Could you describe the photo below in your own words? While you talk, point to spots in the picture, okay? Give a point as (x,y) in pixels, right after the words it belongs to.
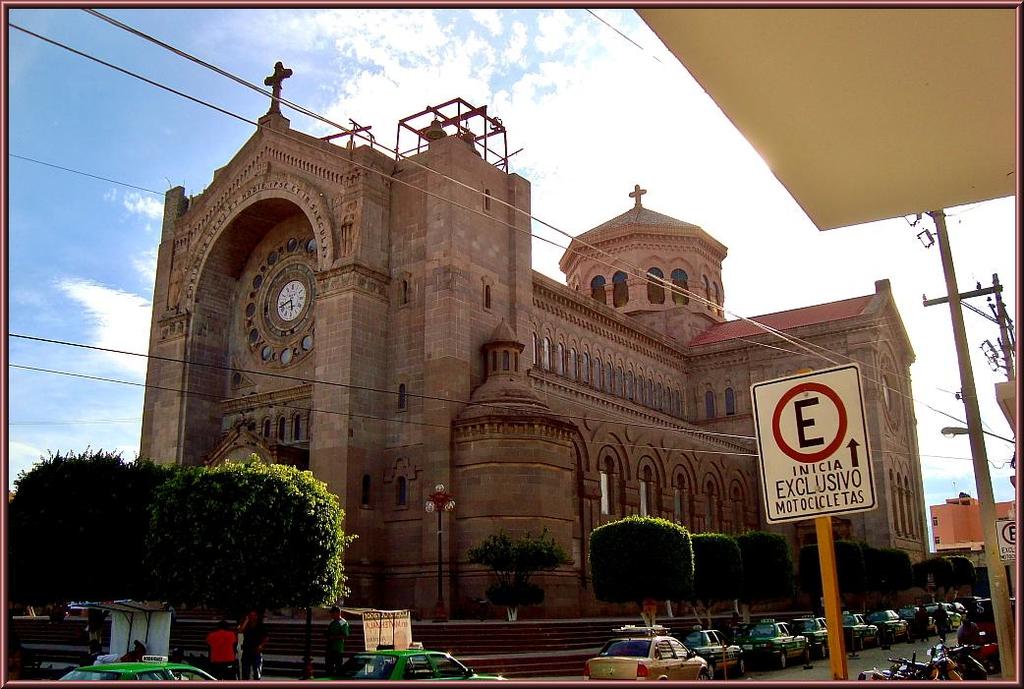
In this image there is a building (430,430) in middle of this image (495,437). There are some trees (180,534) on the left side of this image (279,550) and right side of this image (890,588) as well. There are some cars (168,669) in the bottom left corner of this image (184,670) and bottom right side of this image (717,648) as well. There is a sign board (810,449) on the right side of this image (779,450). There is a cloudy sky (480,68) on the top of this image (571,122).
